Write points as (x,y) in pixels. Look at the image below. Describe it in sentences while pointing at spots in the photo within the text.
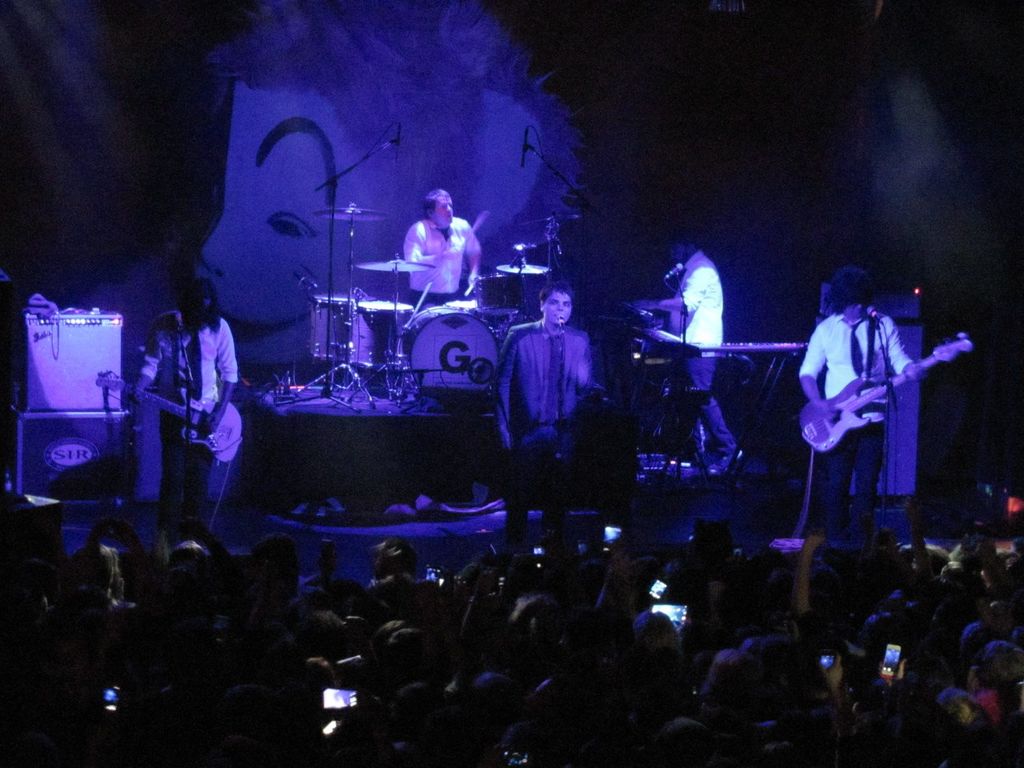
There are group of musicians (218,397) performing on the stage (731,481) in this picture. In the background (439,269) a man (438,291) is performing in front of the drums (456,312). In the right side (869,367) the man (860,361) is standing and holding a musical instrument (862,416) in his hand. At the center (546,379) a person (541,402) is standing in front of the mic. In front (388,662) the crowds (508,651) are holding a mobile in their hands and performance is being enjoyed by these crowd (357,664). In the background (72,358) there is boxes (74,397).
